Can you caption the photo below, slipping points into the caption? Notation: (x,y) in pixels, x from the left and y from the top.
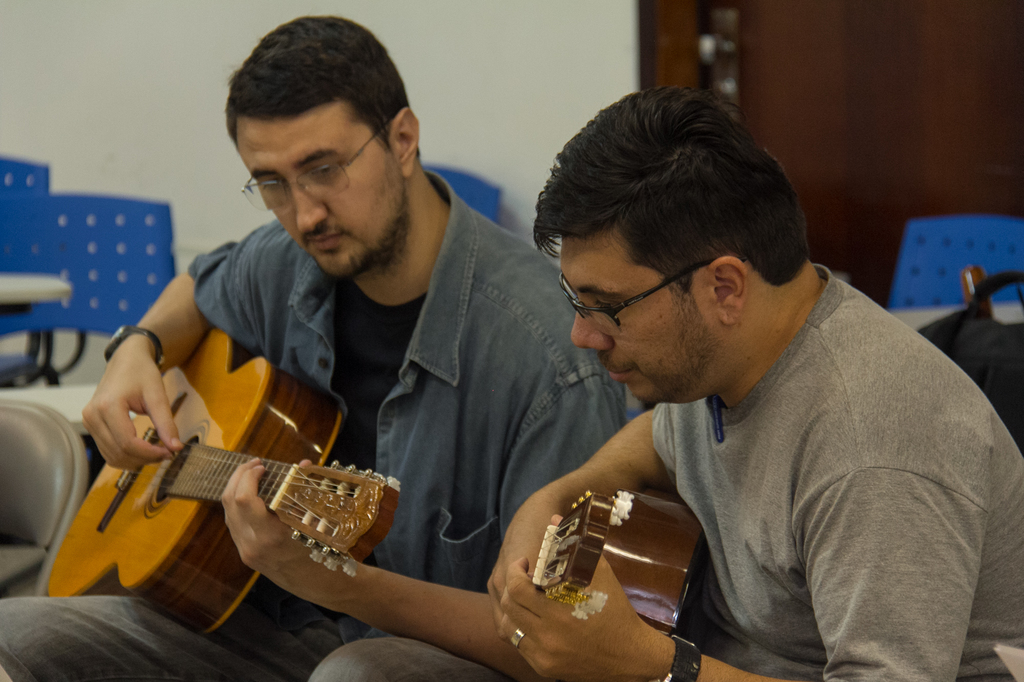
On the background of the picture (628,56) we can see a door (706,71), wall (403,51) and chairs (13,287). Here we can see two men (614,296) wearing spectacles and playing guitar (585,609) with their hands (122,422). They both wore watches (159,351).
